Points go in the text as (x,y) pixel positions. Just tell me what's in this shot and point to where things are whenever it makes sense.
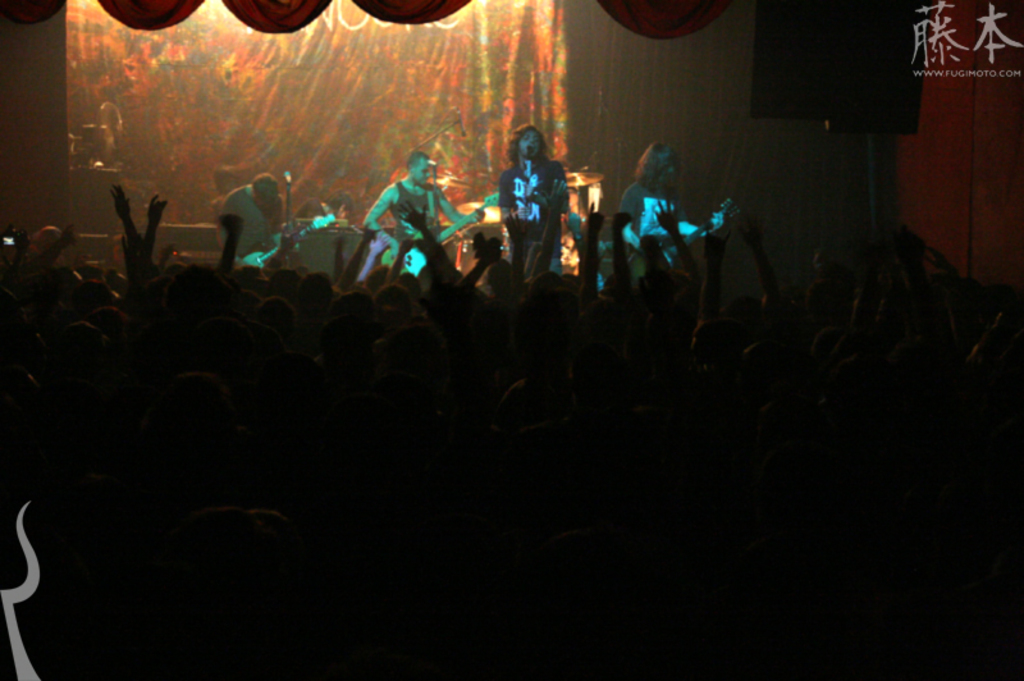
In this image I can see the group of people (592,401). In-front of these people (488,347) I can see few people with musical instruments (482,209). In the back (385,120) I can see the curtain (427,117).
